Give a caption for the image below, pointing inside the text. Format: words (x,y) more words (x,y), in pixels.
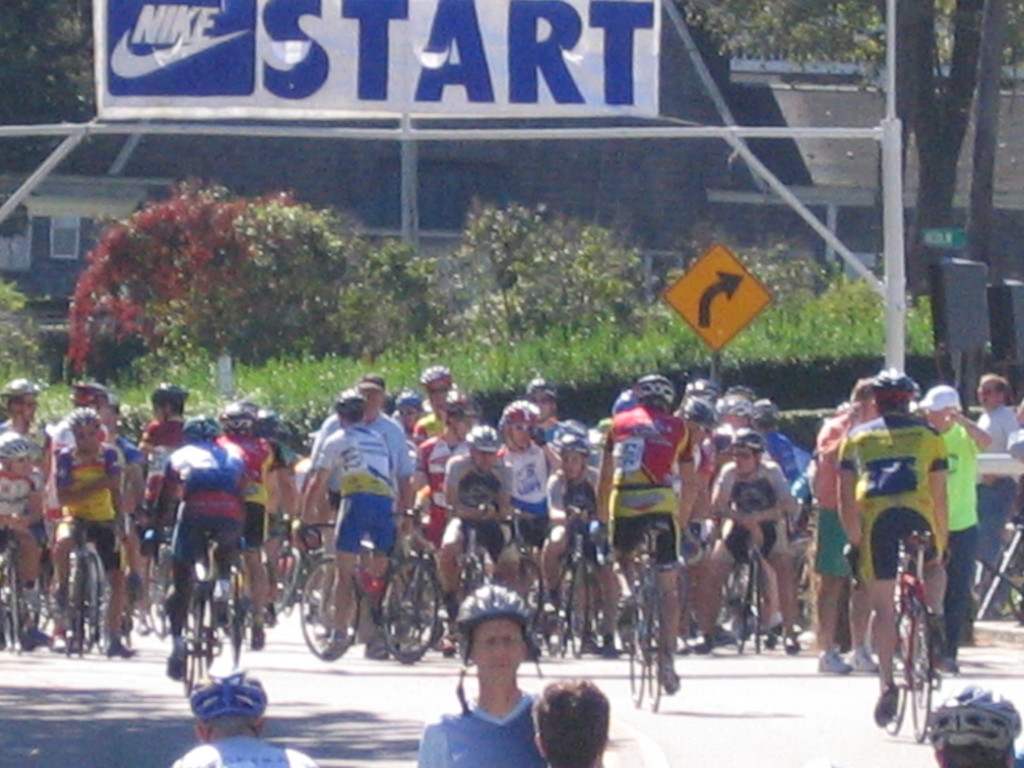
the image contains the many persons (80,534) are riding the cycle (91,558) and behind the person (316,511) there are so many trees (387,283) are there in the background (570,295) is greenery (407,343).
